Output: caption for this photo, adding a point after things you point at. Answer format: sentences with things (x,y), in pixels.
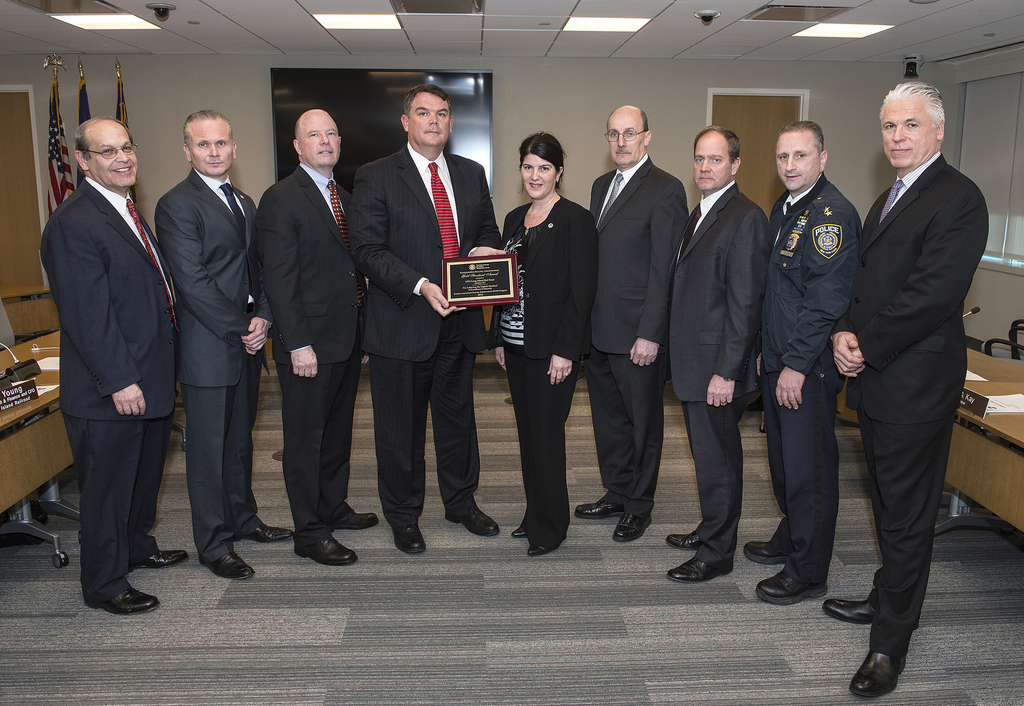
In the picture we can see some people (117,436) are standing and they are in the blazers (70,218), ties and shirts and in the middle of them, we can see a woman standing and a man (456,392) is holding an award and in the background (523,58), we can see a wall (520,74) with television (277,75), door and some flags (71,192) near it to the poles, and to the ceiling (773,1) we can see the lights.
